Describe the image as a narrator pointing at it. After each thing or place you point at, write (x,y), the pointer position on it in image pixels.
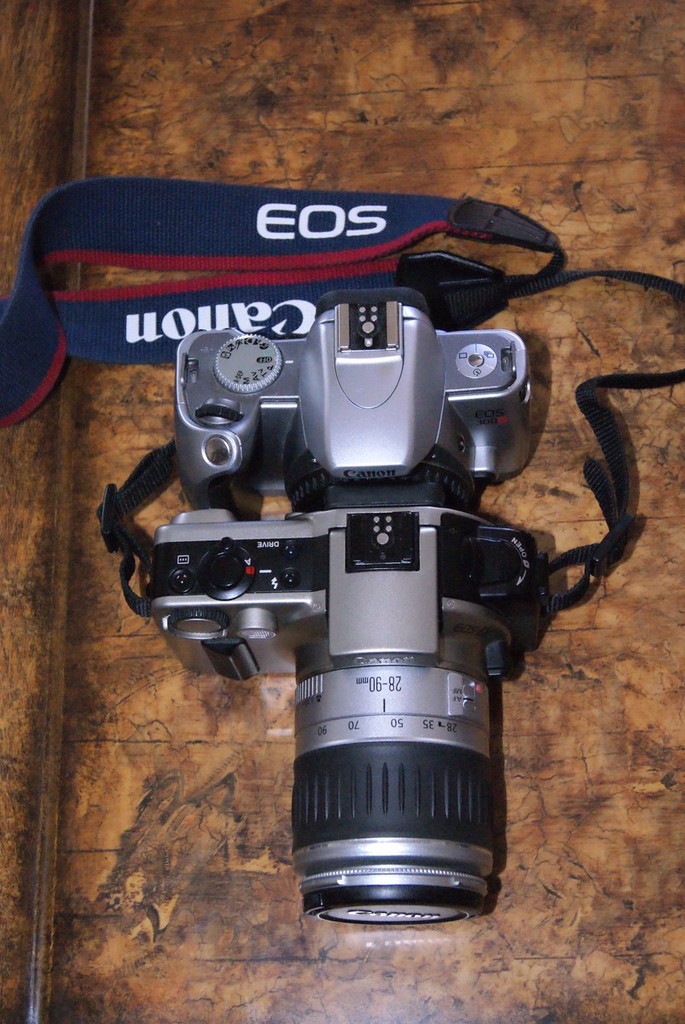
In the image on the surface (577,780) there is a camera (486,842) with strap (412,257). On the strap (222,217) there is something written on it.
